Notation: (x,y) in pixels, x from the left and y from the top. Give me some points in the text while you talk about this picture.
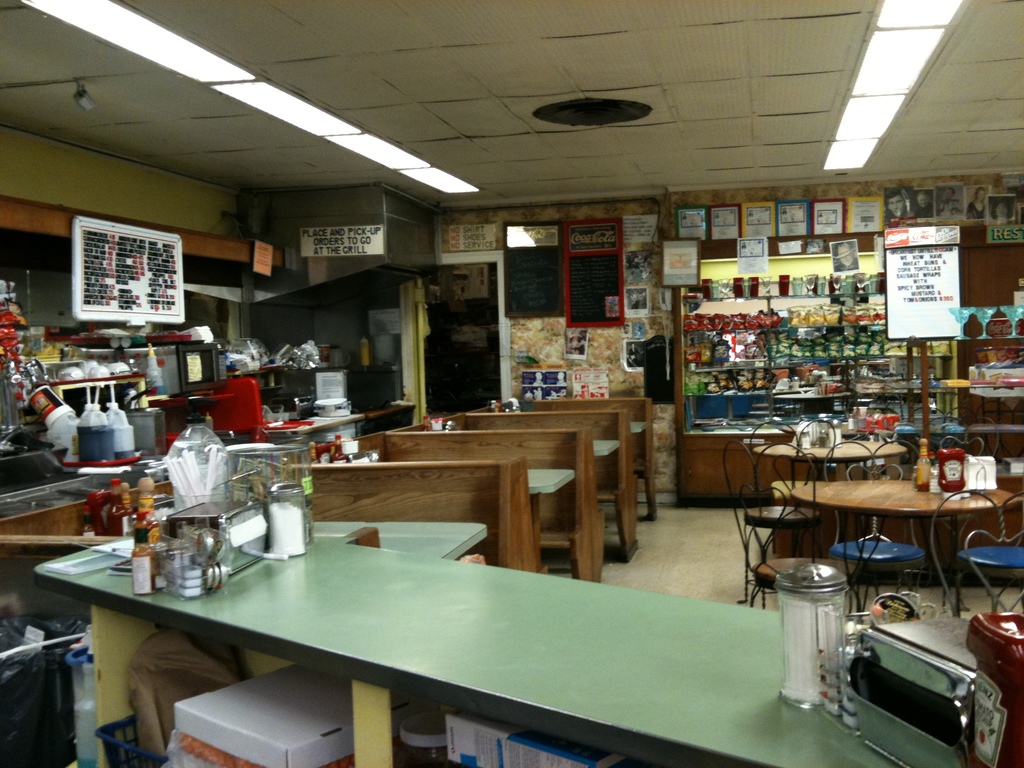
In this image, we can see wooden objects (549,533), tables (367,718), chairs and a few objects (317,677). Here we can see few machines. Background (709,551) we can see wall (526,330), boards (538,273), posters (844,231), door (989,276), floor (681,539). Top of the image (434,61), we can see the ceilings (500,48) and lights (317,114).
